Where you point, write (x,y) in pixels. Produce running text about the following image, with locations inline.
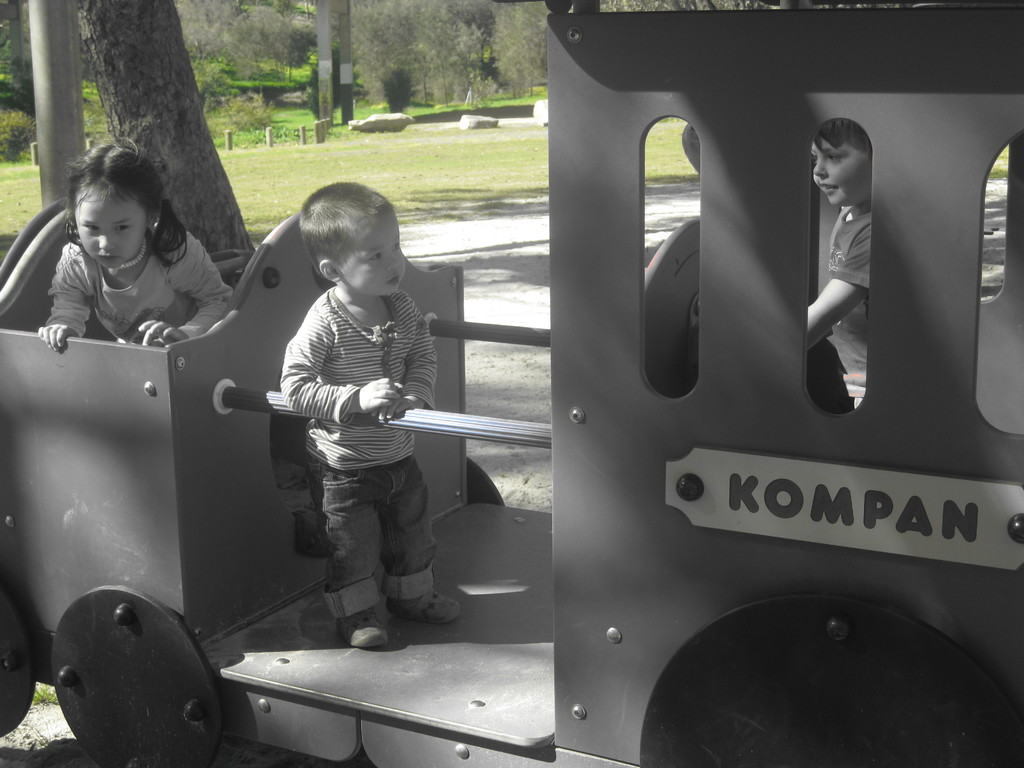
This is an edited image and here we can see people (141,302) in the vehicle (223,362) and in the background (268,76), there are trees (196,105), stones (401,120) and poles (331,22).
